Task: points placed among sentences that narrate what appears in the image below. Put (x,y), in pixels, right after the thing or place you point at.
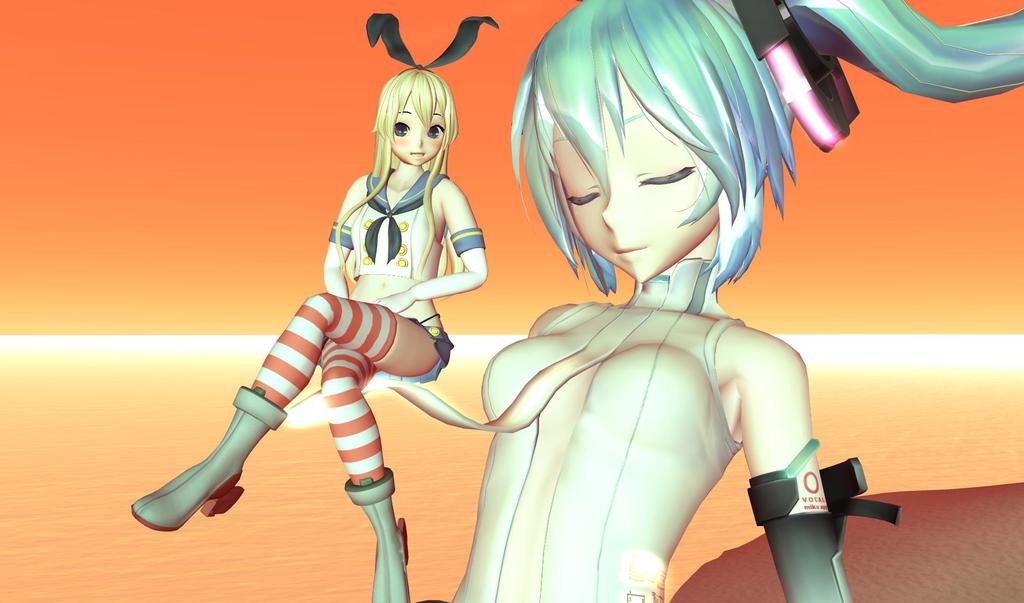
In the image in the center (544,218) we can see two human cartoon picture (333,304).
